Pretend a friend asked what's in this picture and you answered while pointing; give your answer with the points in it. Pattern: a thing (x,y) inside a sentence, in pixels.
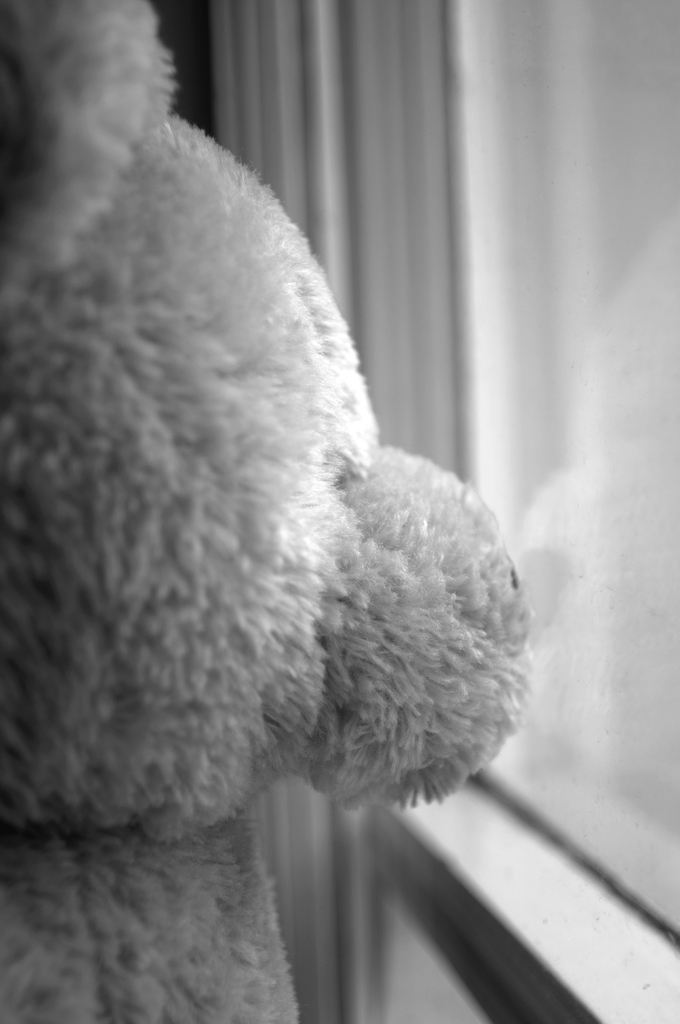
In this image we can see a teddy bear (267,735) and the window (617,289).
